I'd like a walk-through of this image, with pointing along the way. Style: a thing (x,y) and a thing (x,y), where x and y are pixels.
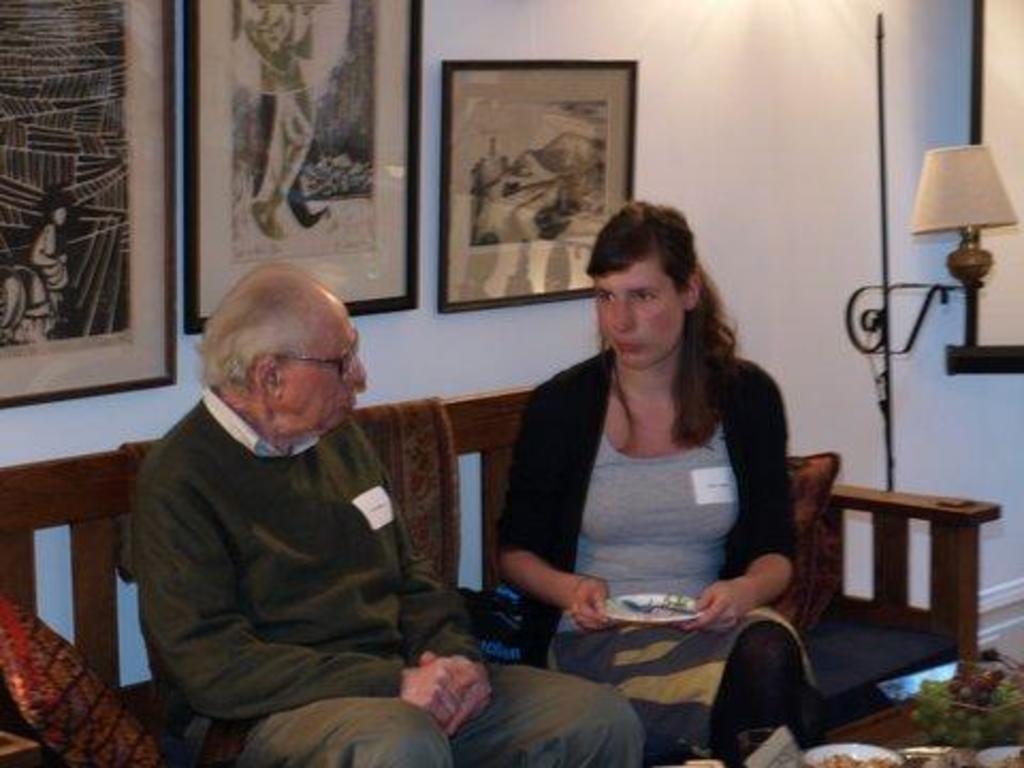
There is a person (254,513) in a coat (283,630) sitting on a bench (233,754) near a woman (555,453) who is in black color jacket (787,449) holding a plate (646,596) and sitting on the bench (104,568) in front of a table (883,723) on which, there are plates (1004,759) having food items (952,754), a bowl (938,695) having fruits (945,708) and other objects (776,745). In the background (666,129), there are photo frames (573,111) on the white wall (705,113) and there is a light (925,215).
